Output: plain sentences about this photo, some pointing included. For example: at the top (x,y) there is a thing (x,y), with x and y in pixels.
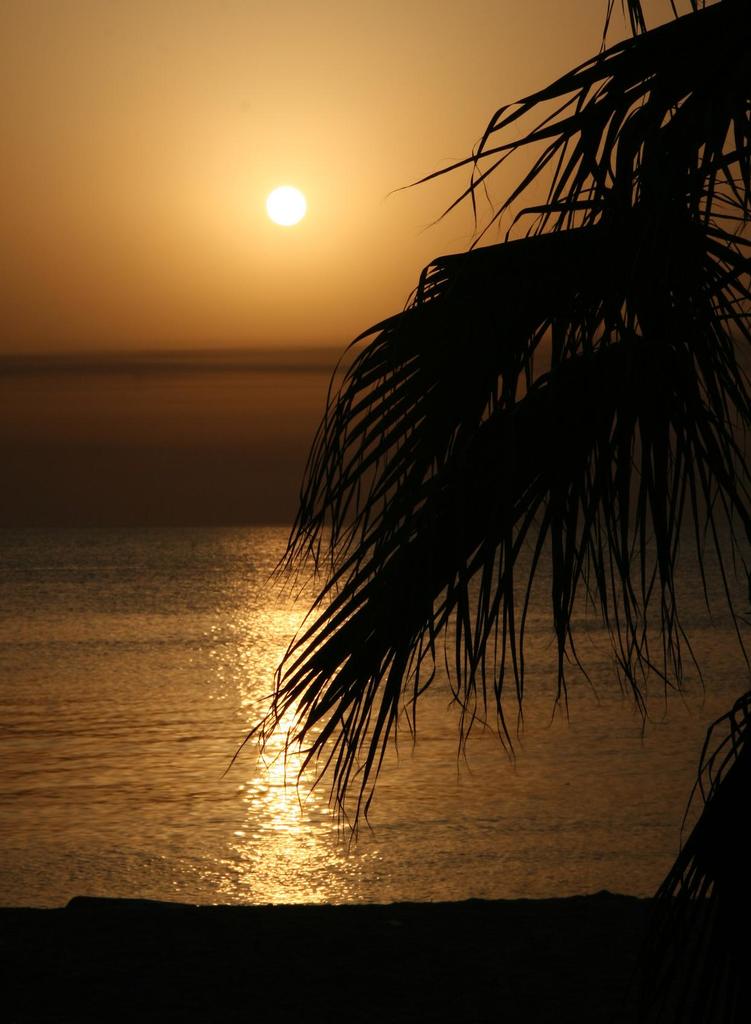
In this image there is a sea (145,813). On the right side (590,429), I can see a tree (633,421). On the top of the image (256,114) I can see the sky (188,81) along with the sun (285,207).
